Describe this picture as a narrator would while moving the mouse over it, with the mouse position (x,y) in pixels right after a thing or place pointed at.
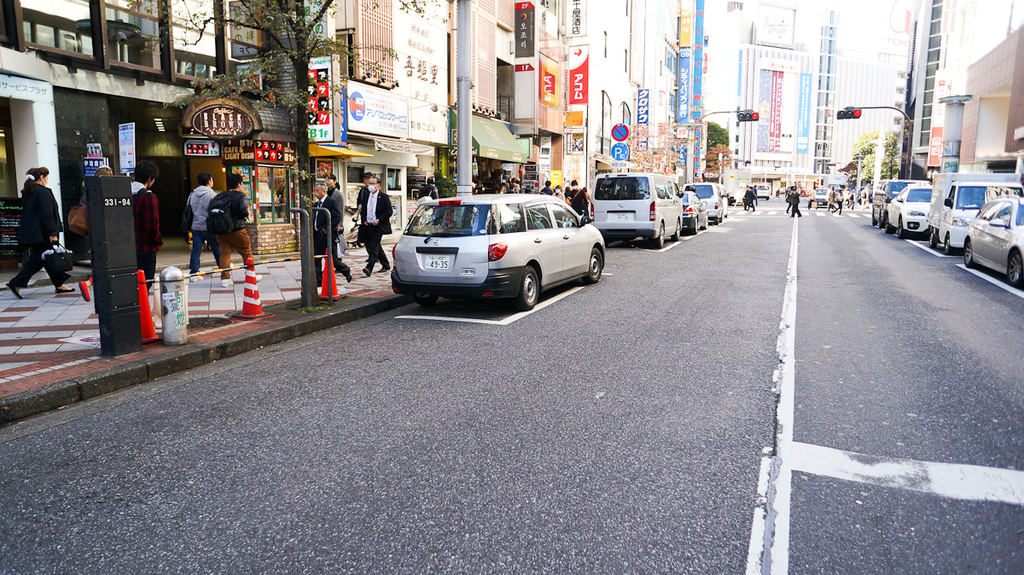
In this image we can see vehicles (1011,261) and few people (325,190) are walking on the road (493,366). Here we can see poles (881,110), traffic signals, boards (321,161), hoardings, trees (711,140), traffic cones (251,319), buildings (741,143), and other objects (123,291). On the left side of the image (154,267) we can see people (384,253) walking on the footpath (320,289).
